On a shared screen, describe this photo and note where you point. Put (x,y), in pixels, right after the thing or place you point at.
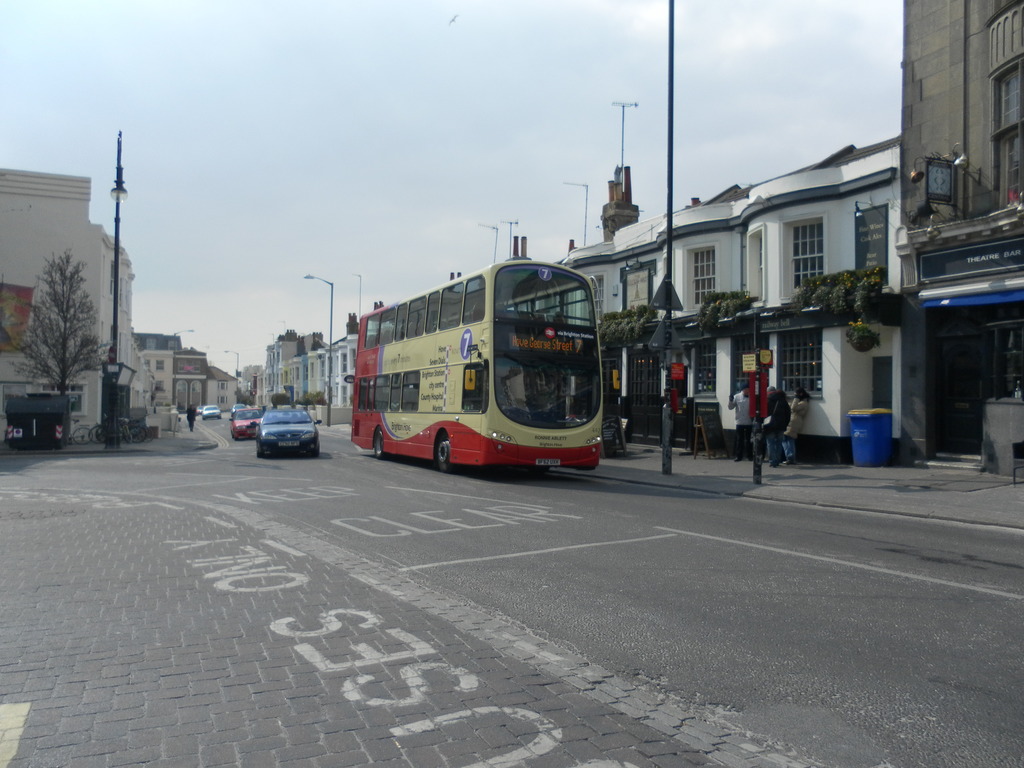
In the center of the image (425,420) we can see vehicles (389,422) on the road (417,584). On the left side of the image (110,395) we can see tree (67,348), buildings (89,385) and light pole (120,140). On the right side of the image (910,33) we can see dustbin (854,440), buildings (675,251), street light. At the bottom of the image (200,513) there is road (585,613). In the background (410,136) we can see sky (397,137) and clouds (693,32).
